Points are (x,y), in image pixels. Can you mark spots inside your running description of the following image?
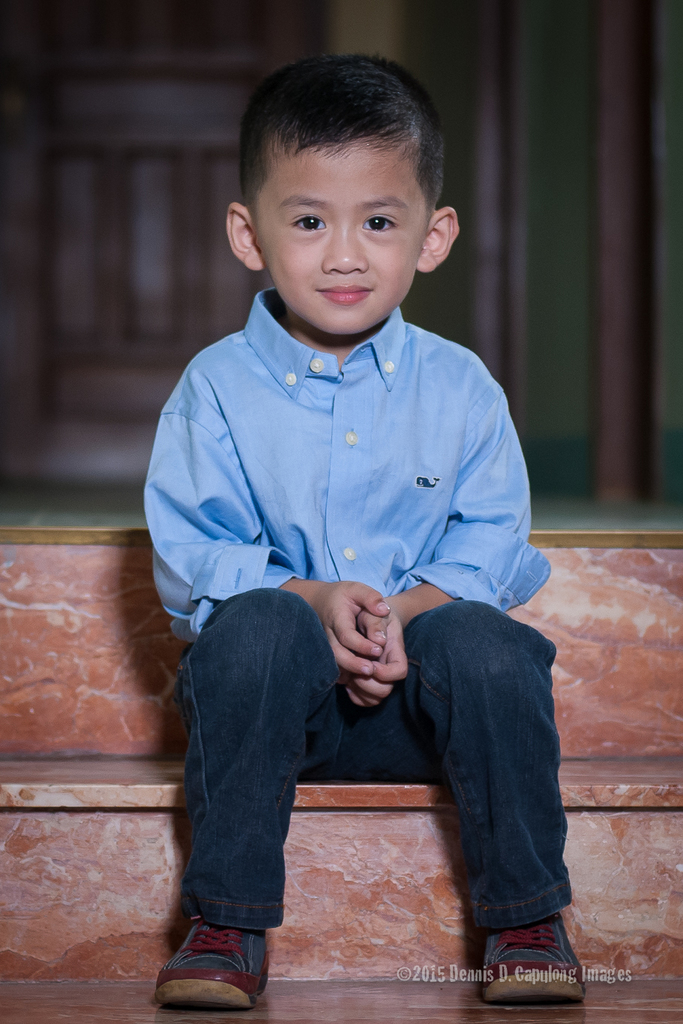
In this image in front (376,756) there is a boy (294,595) sitting on the stairs (84,849) and he is smiling. There is some text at the bottom of the image (449,966) and the background of the image (593,236) is blur.
